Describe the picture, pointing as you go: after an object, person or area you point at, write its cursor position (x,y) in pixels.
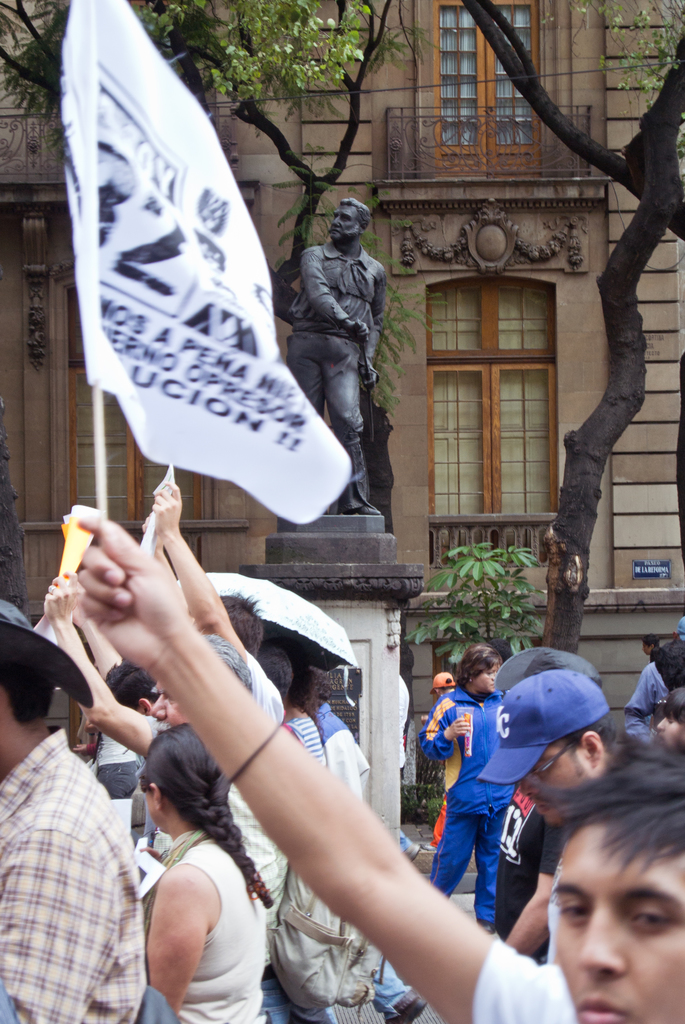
In the image there are many people (101,745) in the foreground (98,710), it looks like they are protesting against something, behind them there is a statue (305,254), trees (388,325) and in the background (462,457) there is a building (469,377).
